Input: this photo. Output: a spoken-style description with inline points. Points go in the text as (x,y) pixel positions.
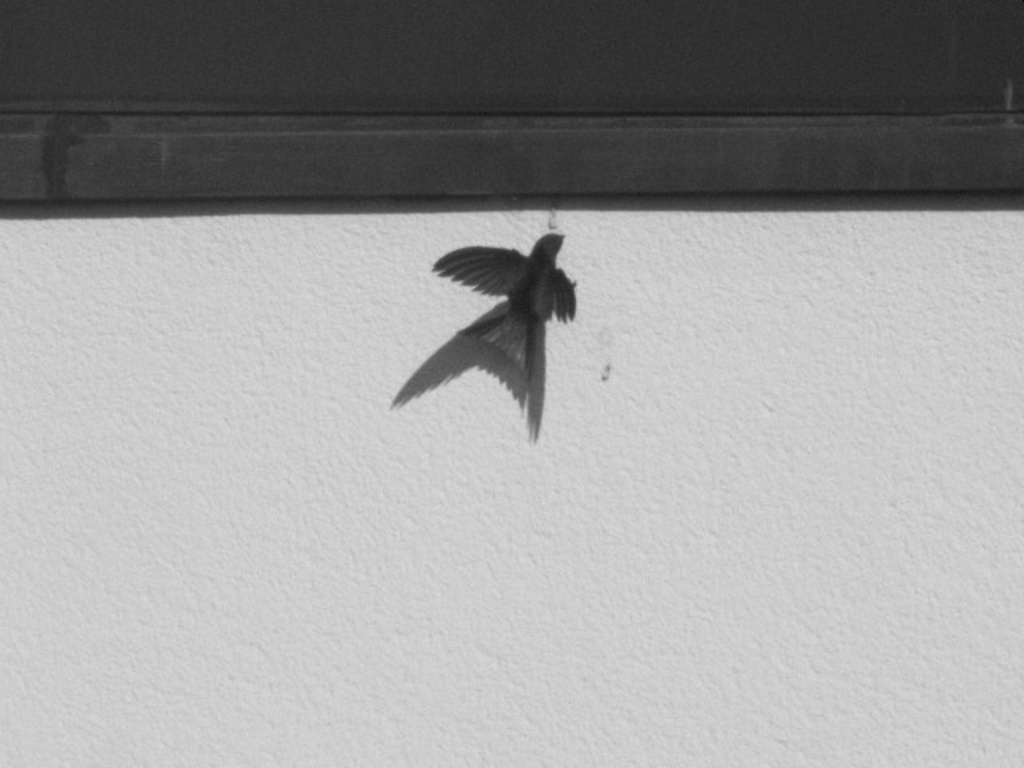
In the picture there is a bird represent on the wall (264,526).
